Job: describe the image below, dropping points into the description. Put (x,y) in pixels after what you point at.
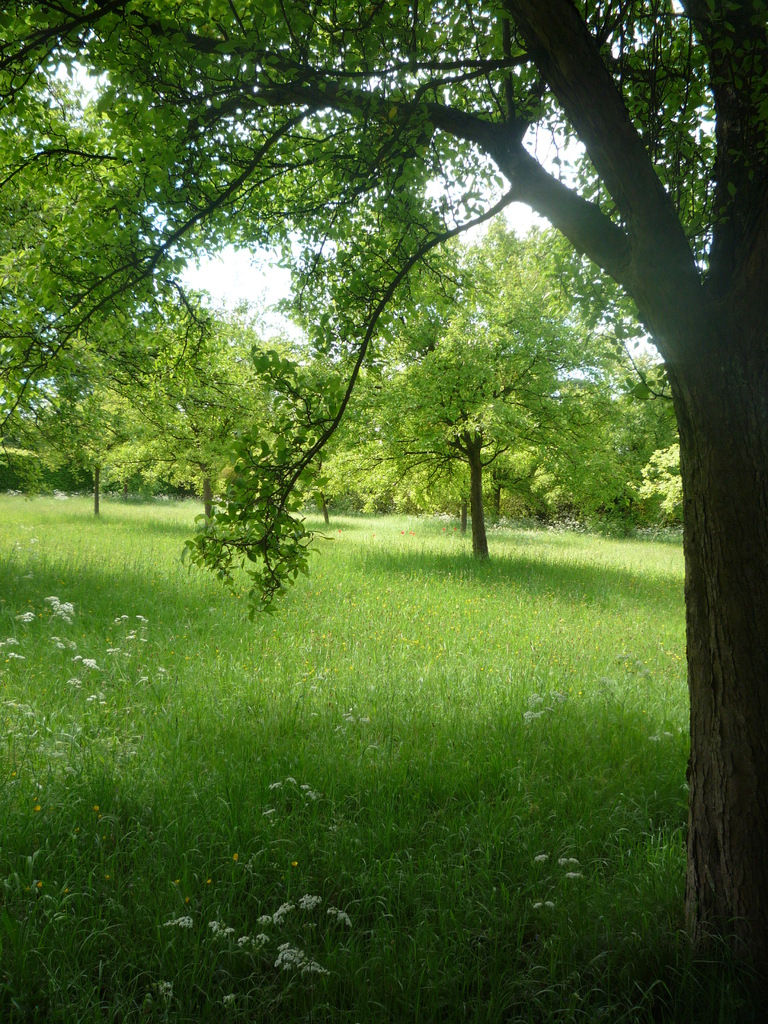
In this image I see the green grass (263,617) and I see number of trees (289,378) and I see the sky (298,259) in the background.
